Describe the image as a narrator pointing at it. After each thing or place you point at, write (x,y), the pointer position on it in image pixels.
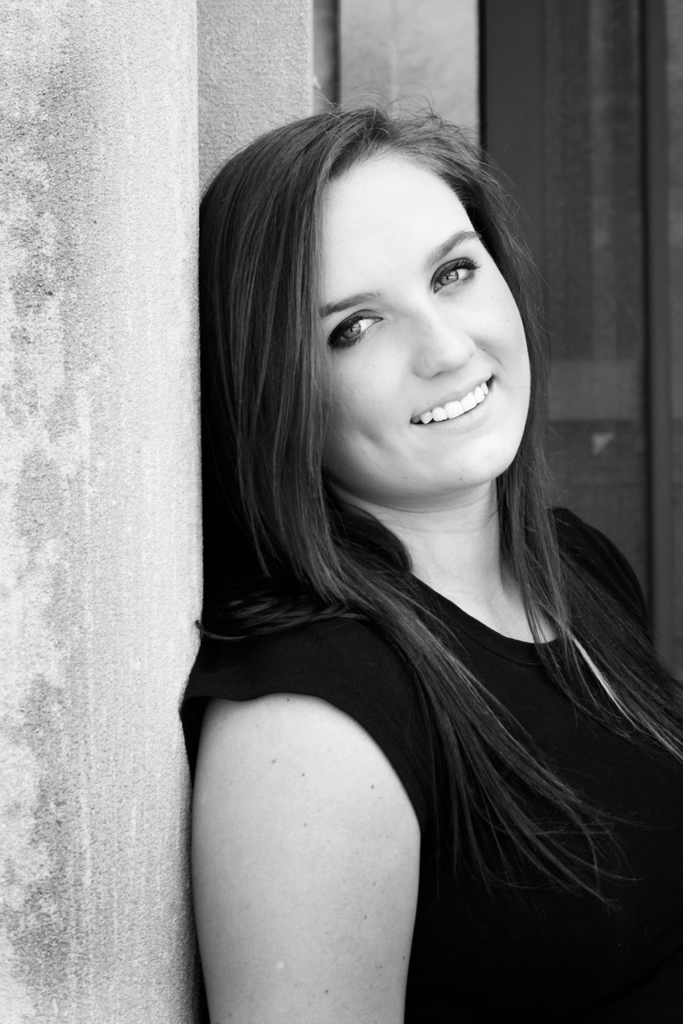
This is a black and white image, in this image in the center (334,410) there is one woman (402,642) who is smiling and on the left side (181,529) there is a wall (274,15). In the background (613,323) there is a door (605,295).
